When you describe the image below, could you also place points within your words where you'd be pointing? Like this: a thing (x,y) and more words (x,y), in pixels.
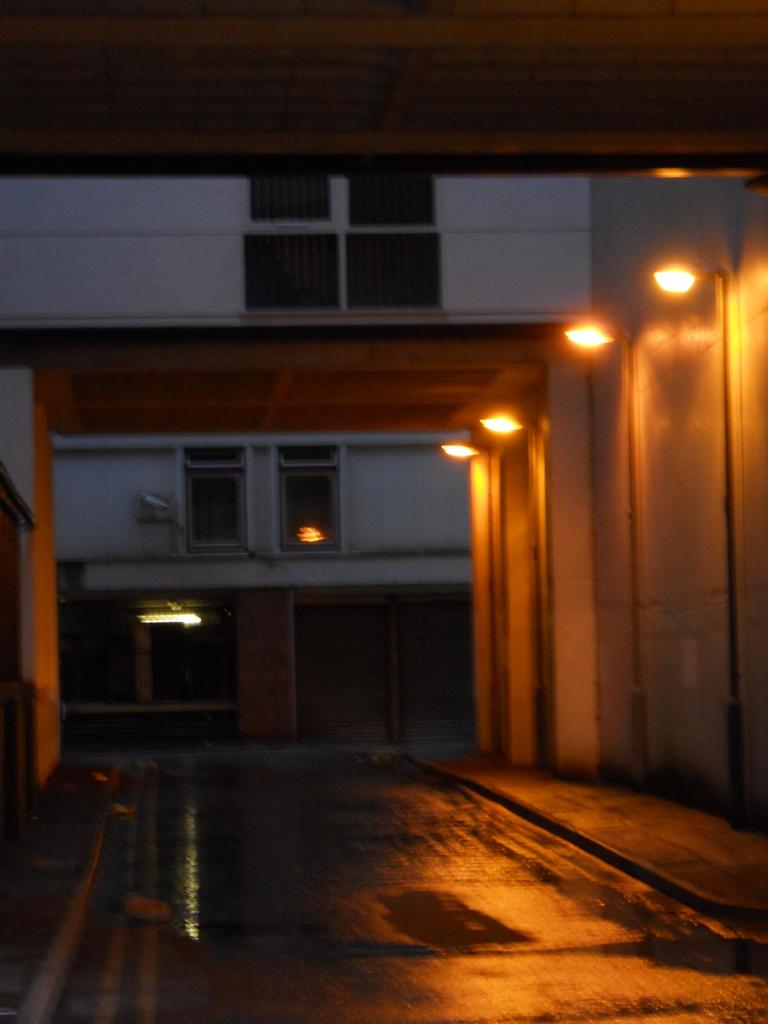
In this picture we can see a building (402,420), windows (388,244), lights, and pillars (242,618).
